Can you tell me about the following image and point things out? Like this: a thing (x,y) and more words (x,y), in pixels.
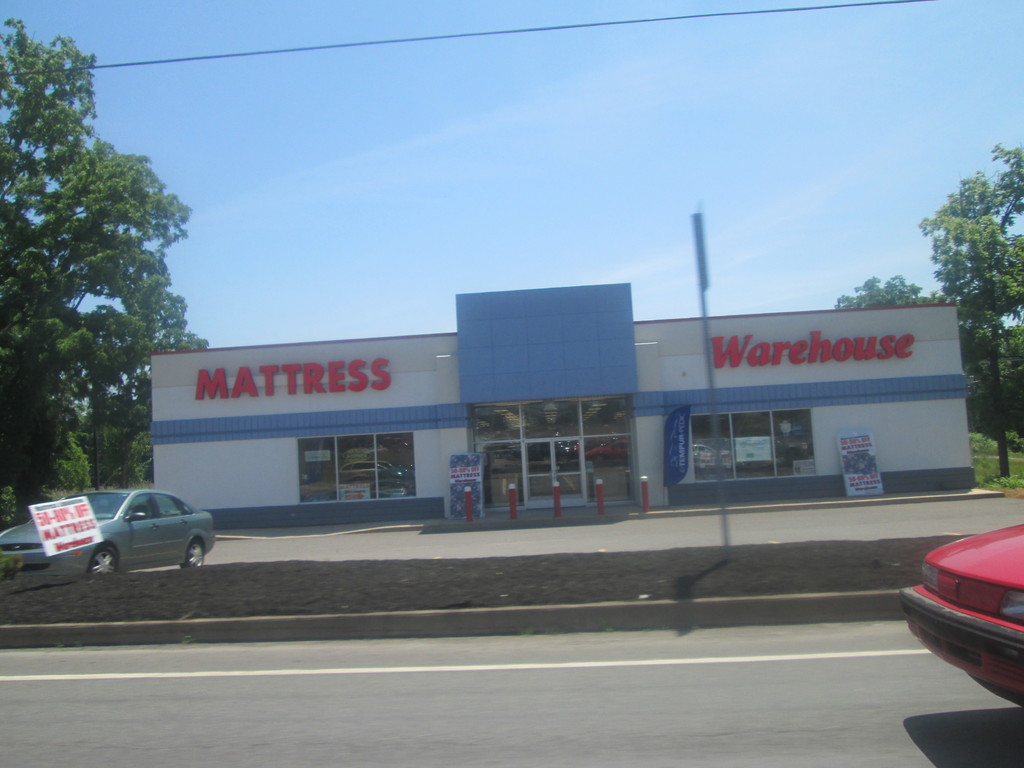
In this picture we can see vehicles (167,528) on the roads (229,656), poles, boards (702,263), store (586,377), wire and trees (975,322). In the background of the image (396,216) we can see the sky (298,270).
